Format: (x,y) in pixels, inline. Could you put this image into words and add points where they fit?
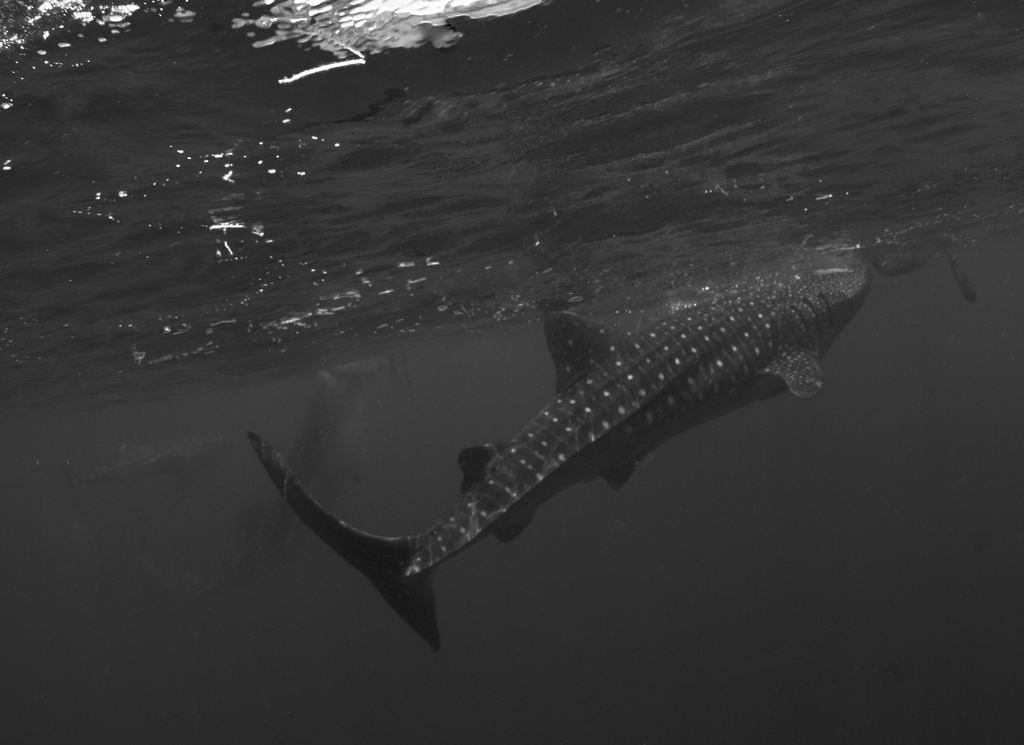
It is a black and white image, inside the water (572,214) some fishes (261,514) are swimming and there is a large fish (592,400) that is swimming in the upward direction.
